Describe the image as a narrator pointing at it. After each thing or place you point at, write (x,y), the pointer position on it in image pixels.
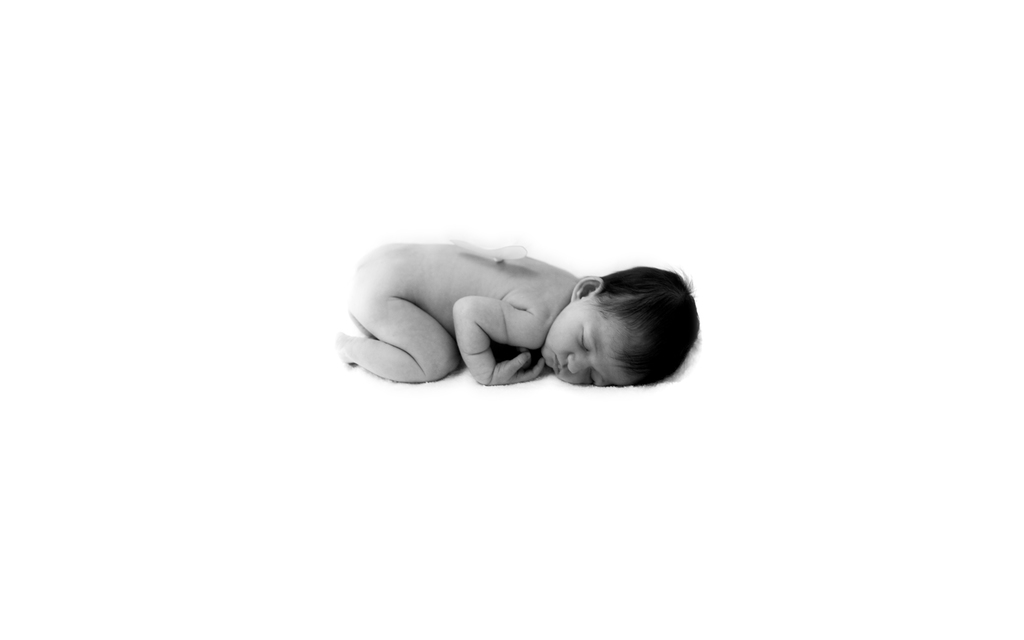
In the picture we can see a baby (444,344) sleeping.
